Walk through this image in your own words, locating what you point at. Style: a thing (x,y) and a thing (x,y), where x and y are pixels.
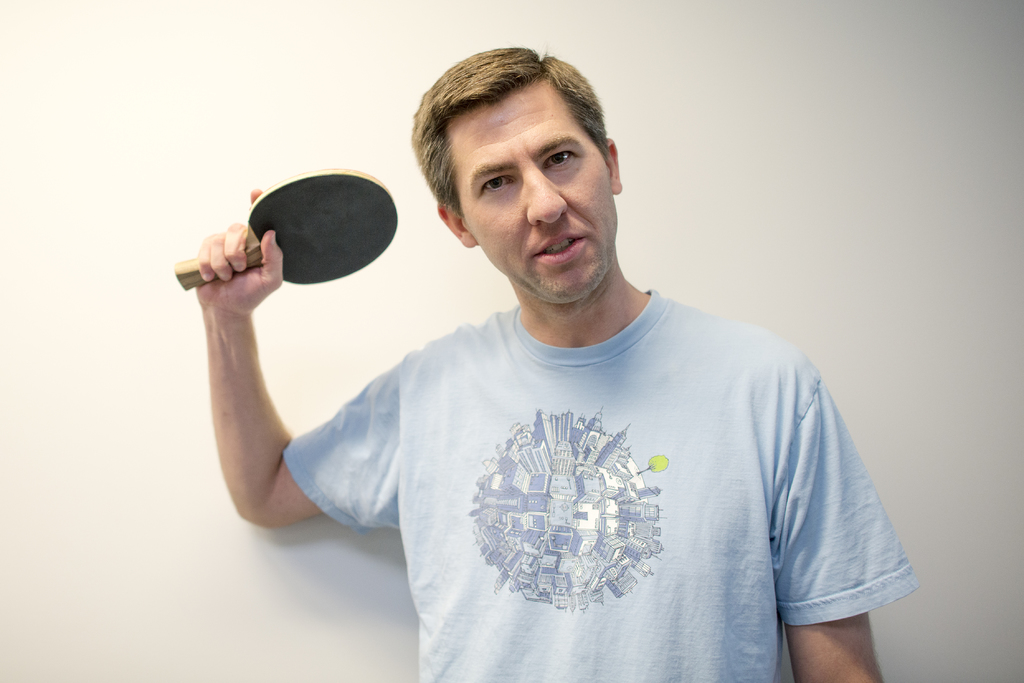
In the center of the image (394,418) we can see a man (630,347) is standing and wearing t-shirt (650,348) and holding a table tennis bat (367,213). In the background of the image (330,300) we can see the wall (911,524).
